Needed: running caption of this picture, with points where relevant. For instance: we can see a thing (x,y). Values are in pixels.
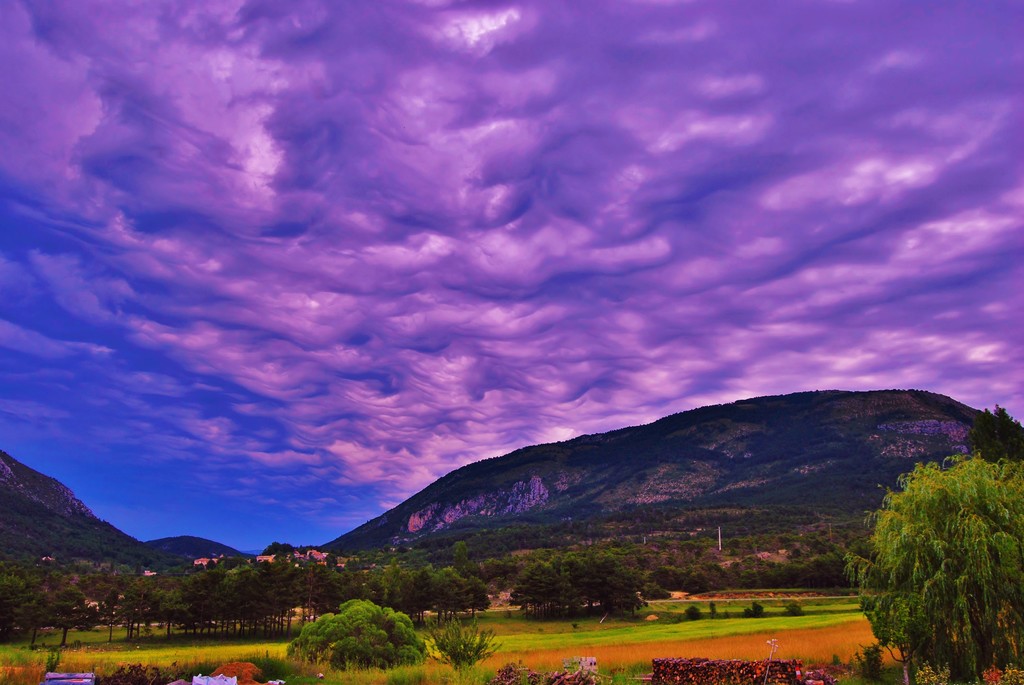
In this image I can see many trees (477,576). In the background (524,522) I can see the mountains (485,462), clouds (354,176) and the sky (362,121). I can see the sky (412,201) is in blue and purple color.
